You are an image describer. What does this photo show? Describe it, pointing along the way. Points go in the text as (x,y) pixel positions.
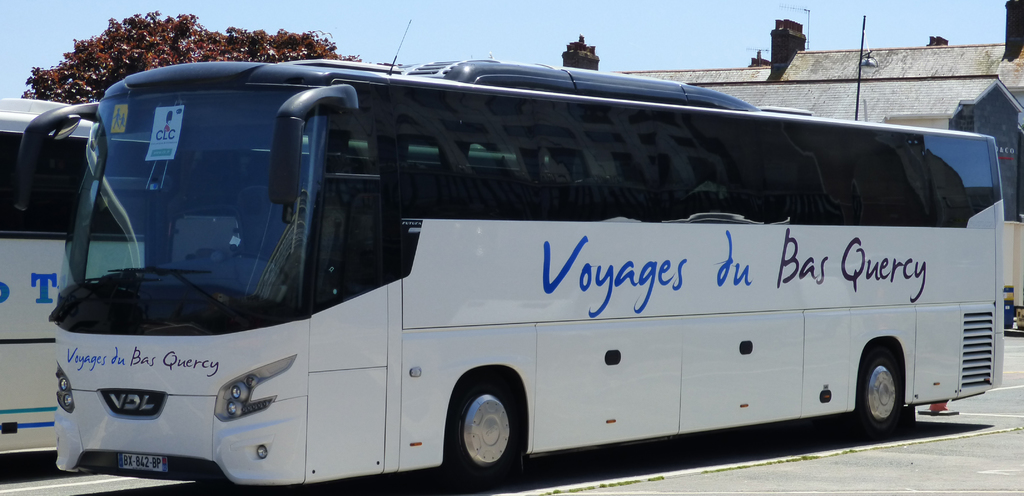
In this image we can see motor vehicles (580,210) on the road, buildings (863,89), trees (162,36) and sky (209,22).
